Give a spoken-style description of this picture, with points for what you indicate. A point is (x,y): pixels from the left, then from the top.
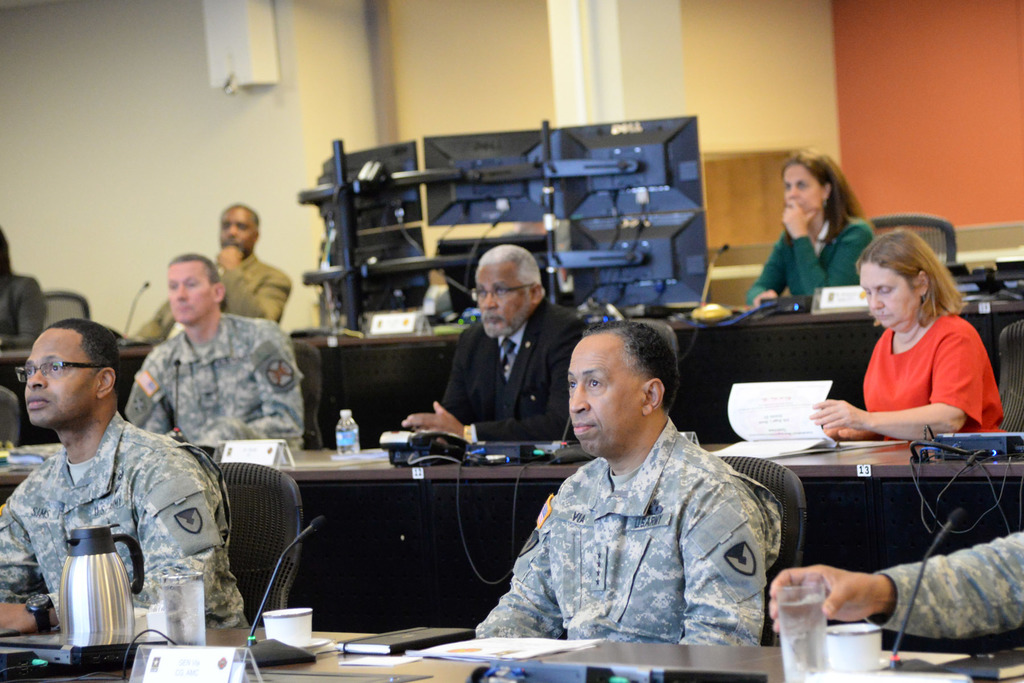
In this image we can see some group of persons (489,413) sitting on chairs (260,496), most of them wearing camouflage dress (152,555) and we can see some microphones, bottles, glasses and some other items (450,647) on table (849,525) and in the background of the image (210,157) there is a wall (399,110).
